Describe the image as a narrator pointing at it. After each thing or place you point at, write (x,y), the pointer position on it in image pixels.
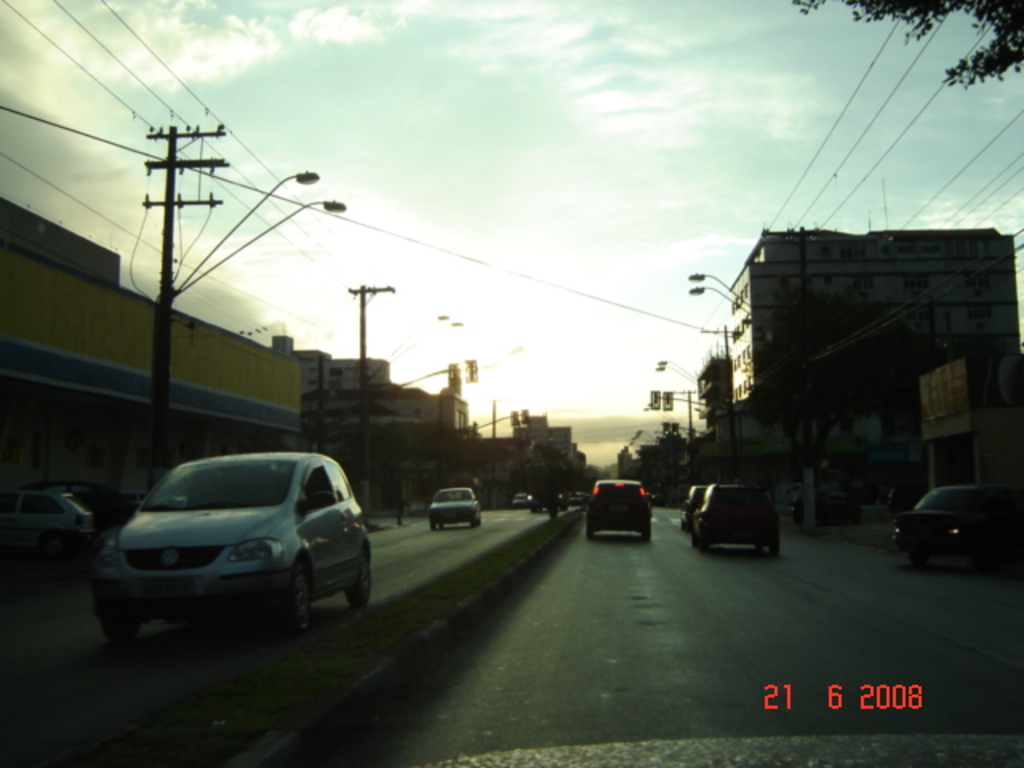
This picture is clicked in the city. At the bottom (530,666), we see the road (554,580). We see the cars (564,496) are moving on the road (544,600). On either side of the road (75,548), we see street lights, electric poles (363,444), trees (477,447) and buildings (980,428). There are trees (461,456) and buildings (634,471) in the background (567,463). At the top (68,172), we see the sky (505,410), clouds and the wires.
